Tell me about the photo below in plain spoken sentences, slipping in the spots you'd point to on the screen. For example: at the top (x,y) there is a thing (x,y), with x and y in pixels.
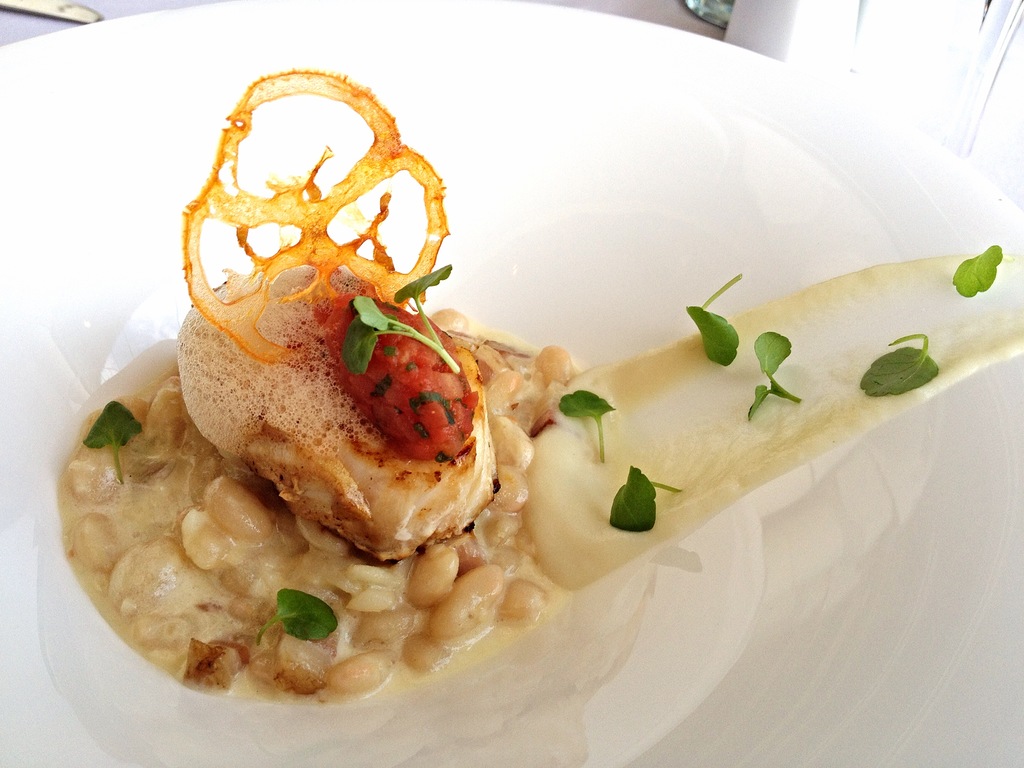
In the image there is a fish dish (542,504) with beans (428,653), green leaves (644,488) and crispy chip (246,340) in a white bowl (577,157).
